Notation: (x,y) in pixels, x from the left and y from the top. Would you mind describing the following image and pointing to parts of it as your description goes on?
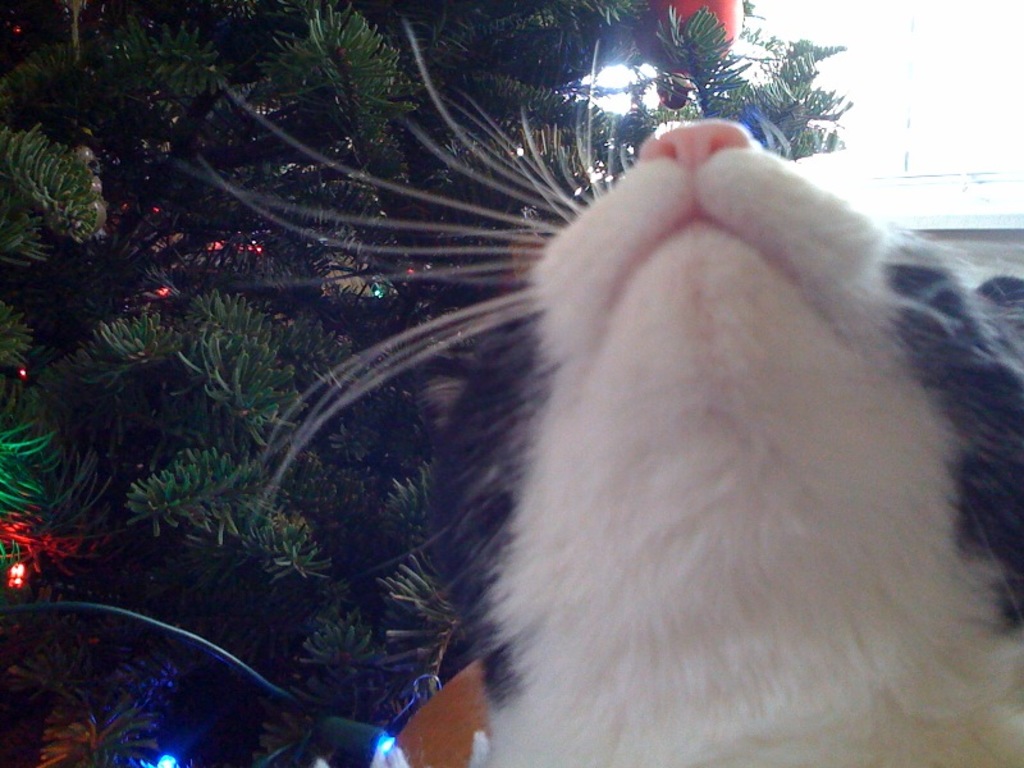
In this image we can see a cat (835,239), here is the tree (503,255), here is the light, at above here is the window (844,7).
